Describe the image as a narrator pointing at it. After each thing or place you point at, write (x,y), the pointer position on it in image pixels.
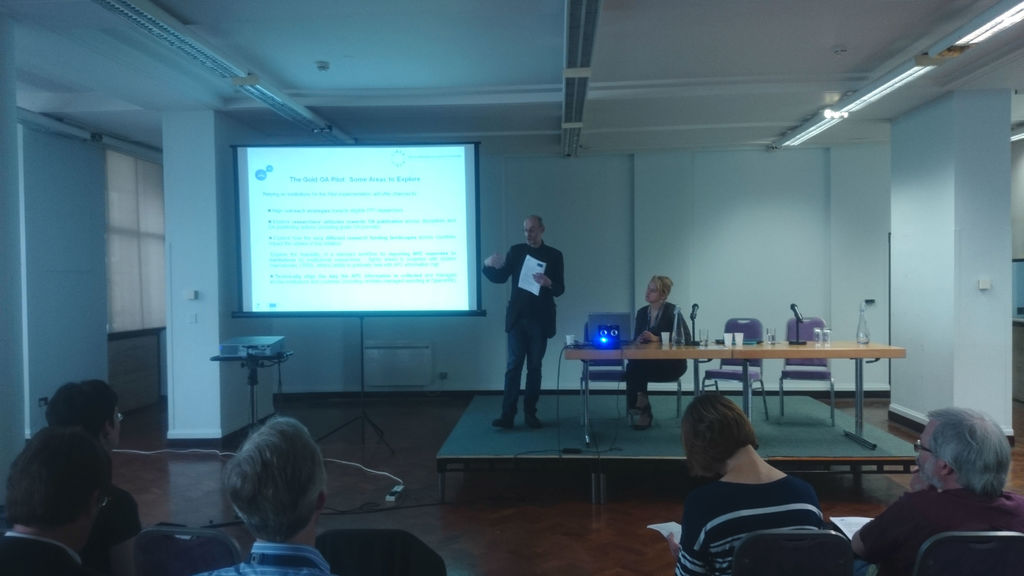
in this picture we can see a man (546,292) speaking on the dais (627,433), and there is a woman (656,290) staring at the man (514,308). There is a table (638,352) and couple of chairs (811,323), there is also a microphone (796,316) here. There are group of people (686,449) sitting and listening to the man (516,338) and there is a projector screen (245,268) and a projector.
